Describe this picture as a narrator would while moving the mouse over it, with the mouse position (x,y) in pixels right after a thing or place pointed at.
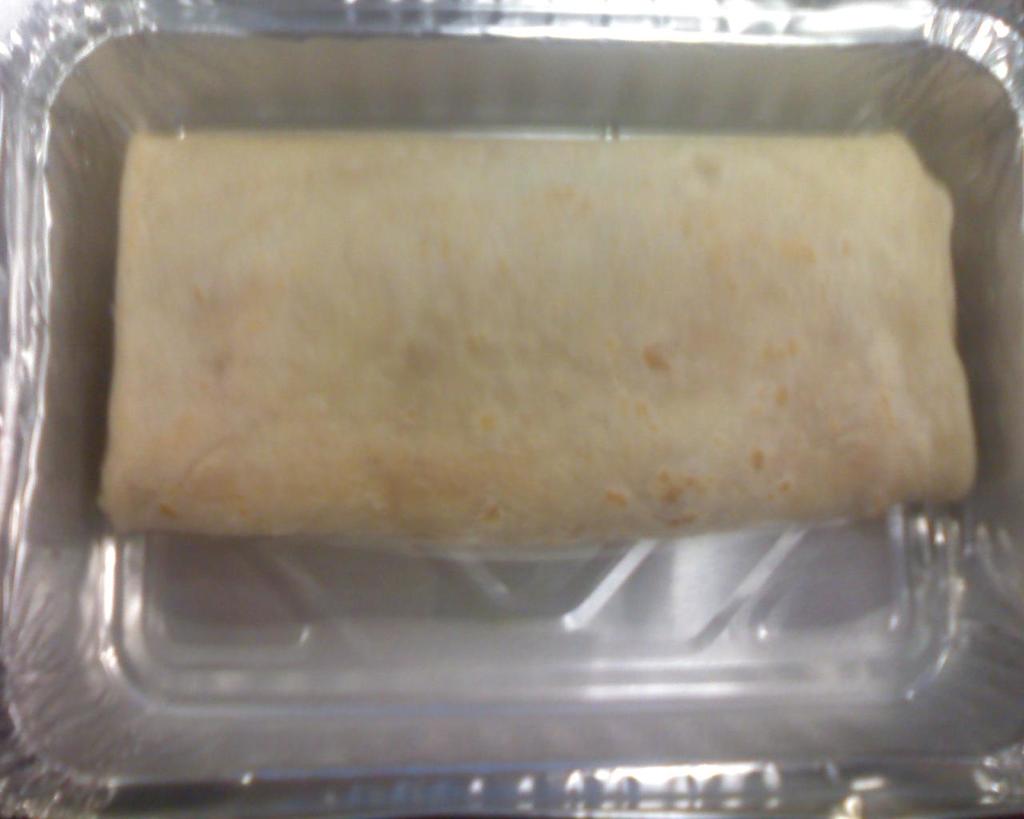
In this image we can see a food item (513,286) in a silver color box (963,630).
